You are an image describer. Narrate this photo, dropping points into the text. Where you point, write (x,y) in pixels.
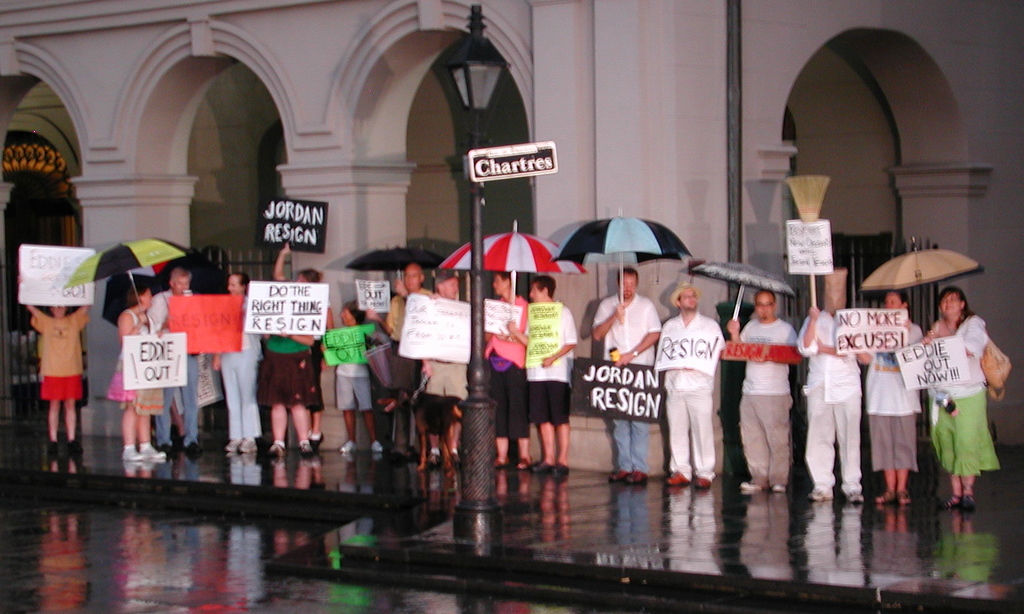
In this image I can see group of people (712,437) holding few umbrellas (778,285) and the umbrellas (132,257) are in multi color. I can also see few persons (810,309) holding few boards (286,233) and the boards (638,408) are in white, black and green color. I can see a light pole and the building (688,75) is in white color.
